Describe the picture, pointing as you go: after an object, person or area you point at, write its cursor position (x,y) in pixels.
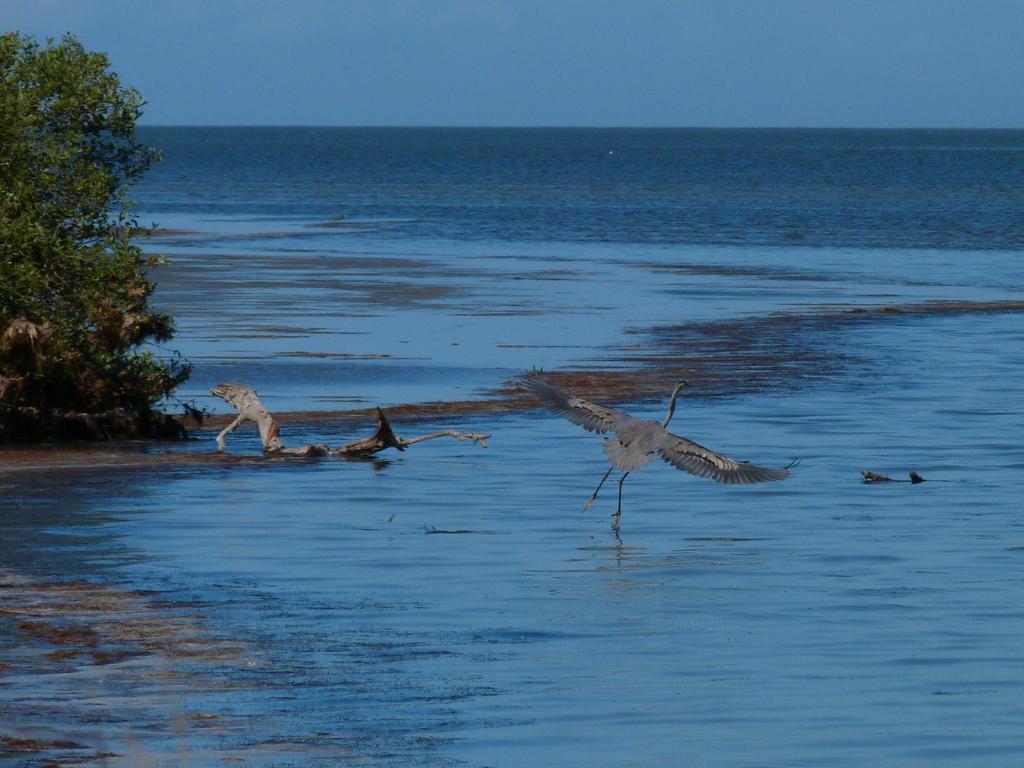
A bird (636,440) is flying. There is water (1014,631) beneath it. There is a tree (61,318) on the left (58,361). There is sky (436,63) at the top (436,63).
